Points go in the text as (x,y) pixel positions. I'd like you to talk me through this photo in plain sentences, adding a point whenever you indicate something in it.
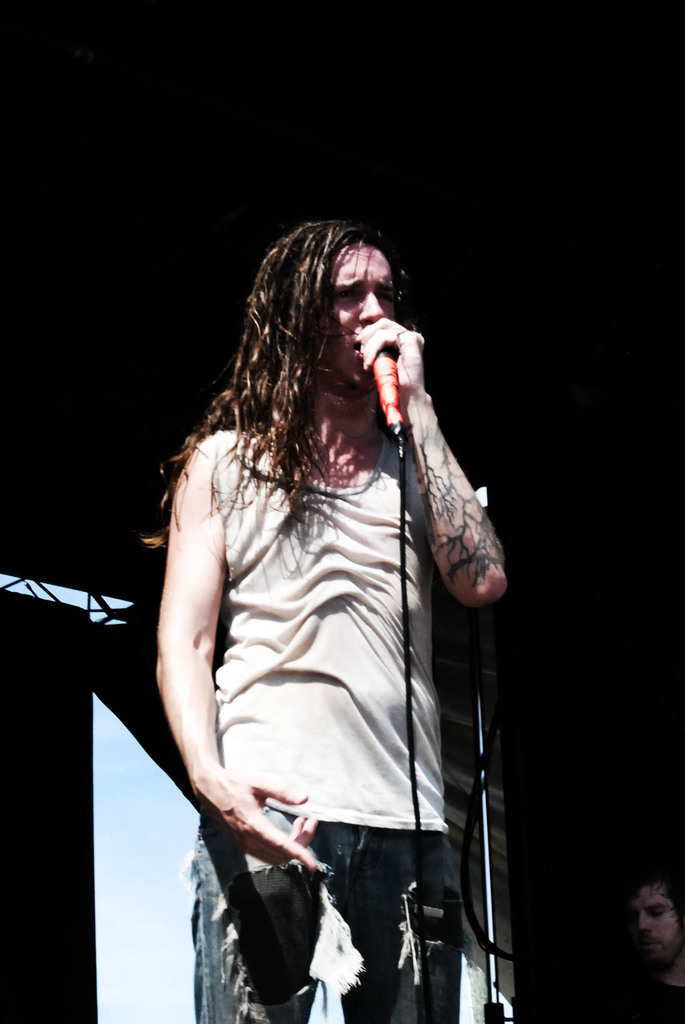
A man (418,673) is standing and singing, he wore t-shirt (339,703), trouser (265,868).
